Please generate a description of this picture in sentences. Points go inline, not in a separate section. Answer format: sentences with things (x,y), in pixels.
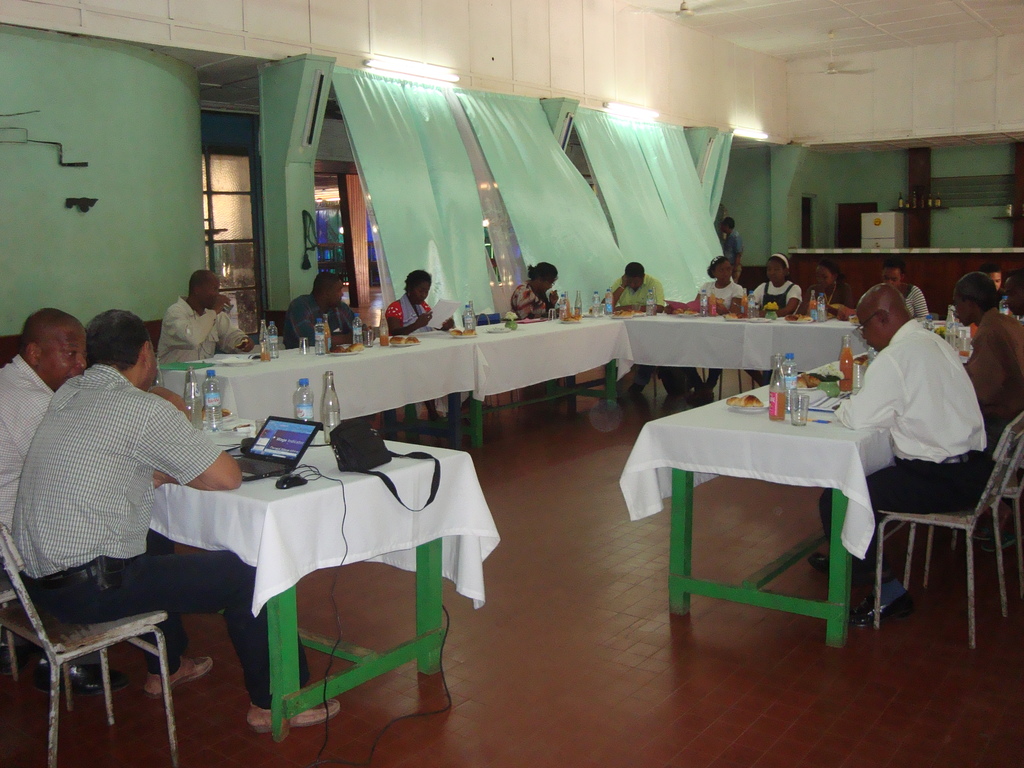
This is a floor (575,522). Here we can see all the persons (69,396) sitting on chairs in front of a table (647,513) and on the table (745,448) we can see white cloth (763,455), a plate (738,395) of food (747,407), glasses (795,419), water bottles (795,385), laptop (319,426), mouse (300,480) and a bag (367,452). These are curtains (651,171). These are tube lights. This is a ceiling (809,39) and fans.
